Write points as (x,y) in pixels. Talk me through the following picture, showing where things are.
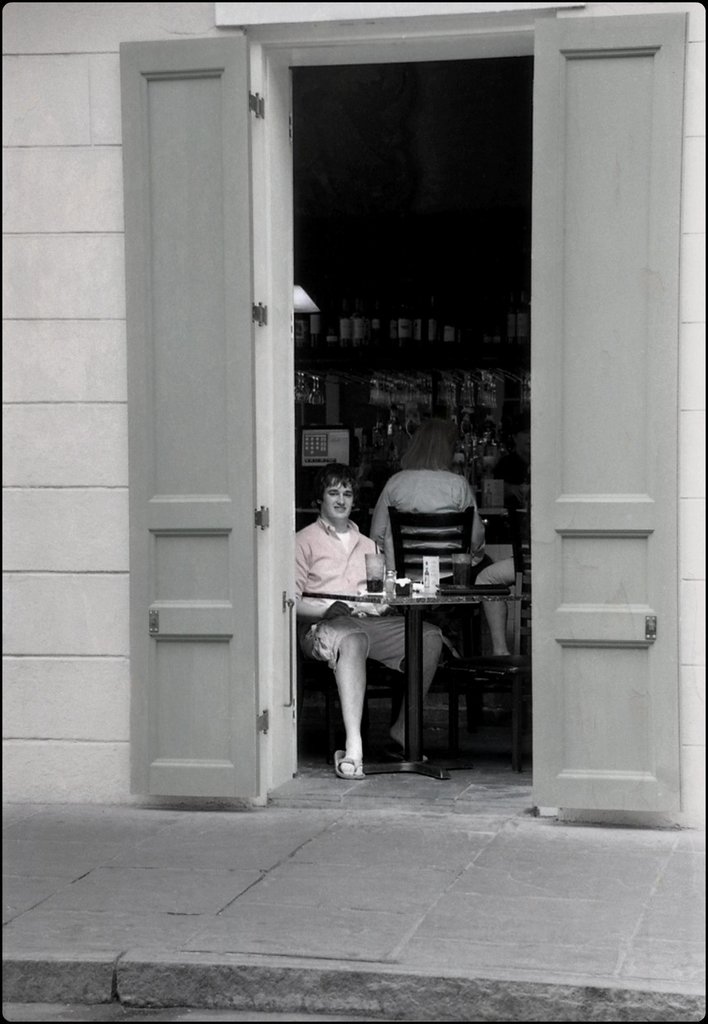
Here it is a floor (143,846), there is a wall (31,414) and at the front (182,402) there is a door (223,396), a person (334,593) is sitting on a chair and a table (410,601) containing a glass (374,575) and a glass bottle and at the back side (417,490) there is a woman (445,471) sitting on a chair (451,521), and at back (367,326) side there are many glass bottles (354,326).
